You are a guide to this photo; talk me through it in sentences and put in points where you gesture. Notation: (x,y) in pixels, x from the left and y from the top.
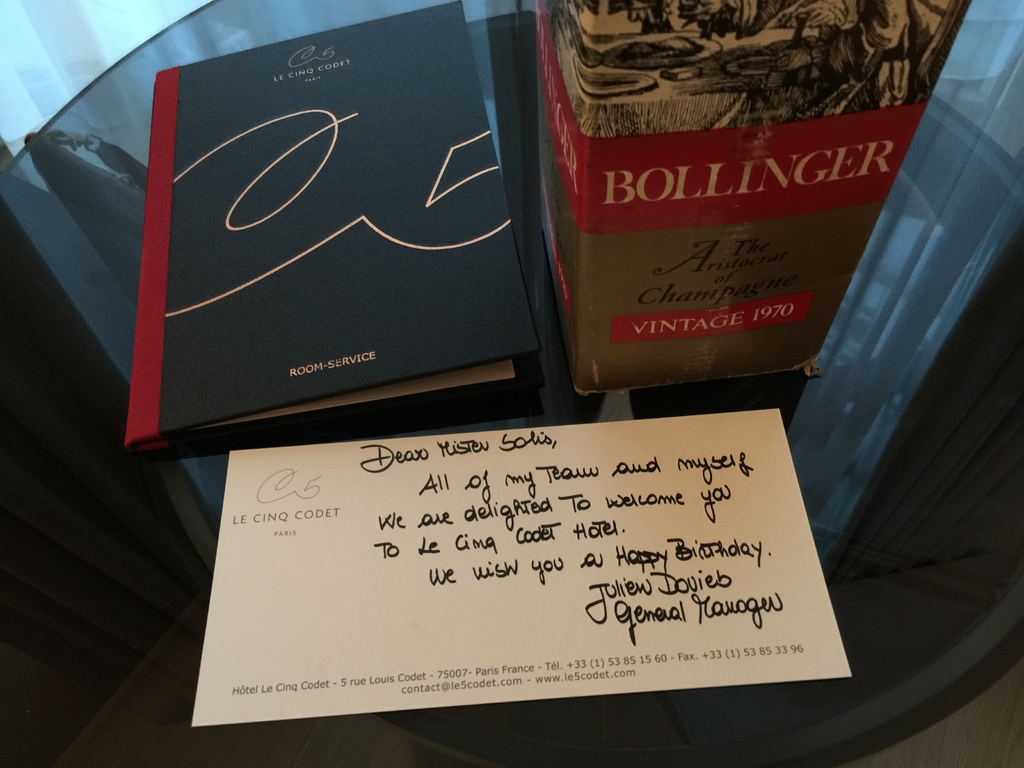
Here there is book (248,234), paper (704,584), box (741,280) is present on the glass (897,574).
